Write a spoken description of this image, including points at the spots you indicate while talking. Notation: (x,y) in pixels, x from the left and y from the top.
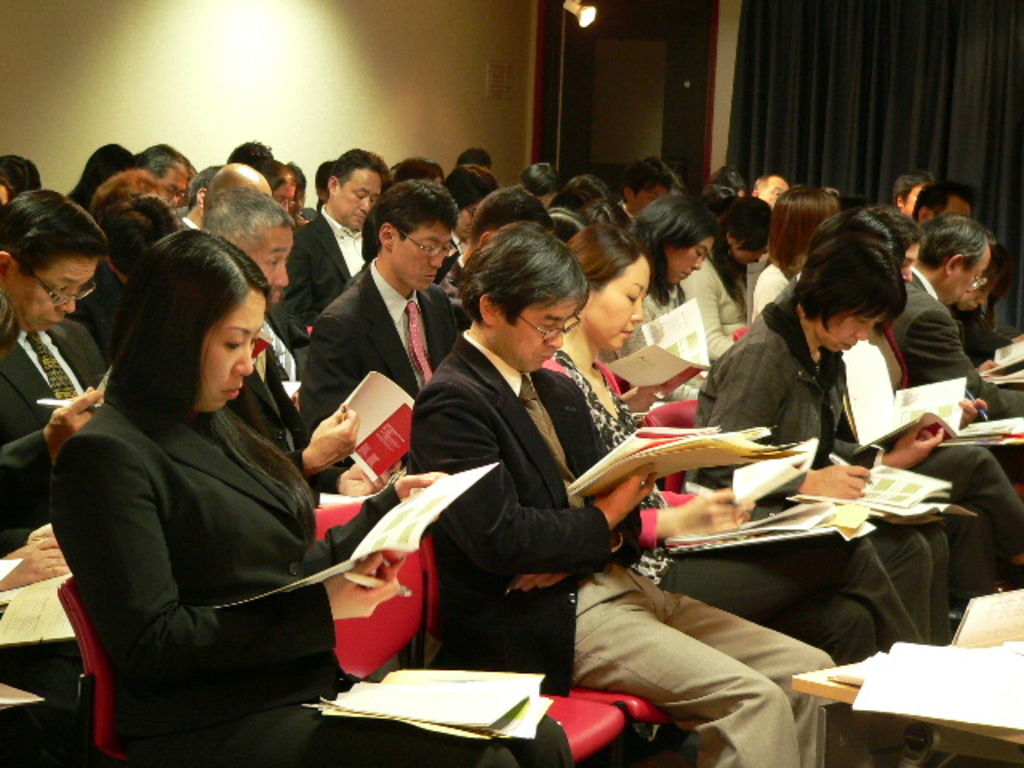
A group of people (843,292) are sitting on a chair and holding books (915,400) and papers (509,677). Far there is a black curtain (859,73). On top (596,5) there is a light (587,15). Most of the persons (386,242) wore black suit (480,438). In-front of this person (558,638) there is a table (803,684), on a table (875,712) there are papers (935,686).
